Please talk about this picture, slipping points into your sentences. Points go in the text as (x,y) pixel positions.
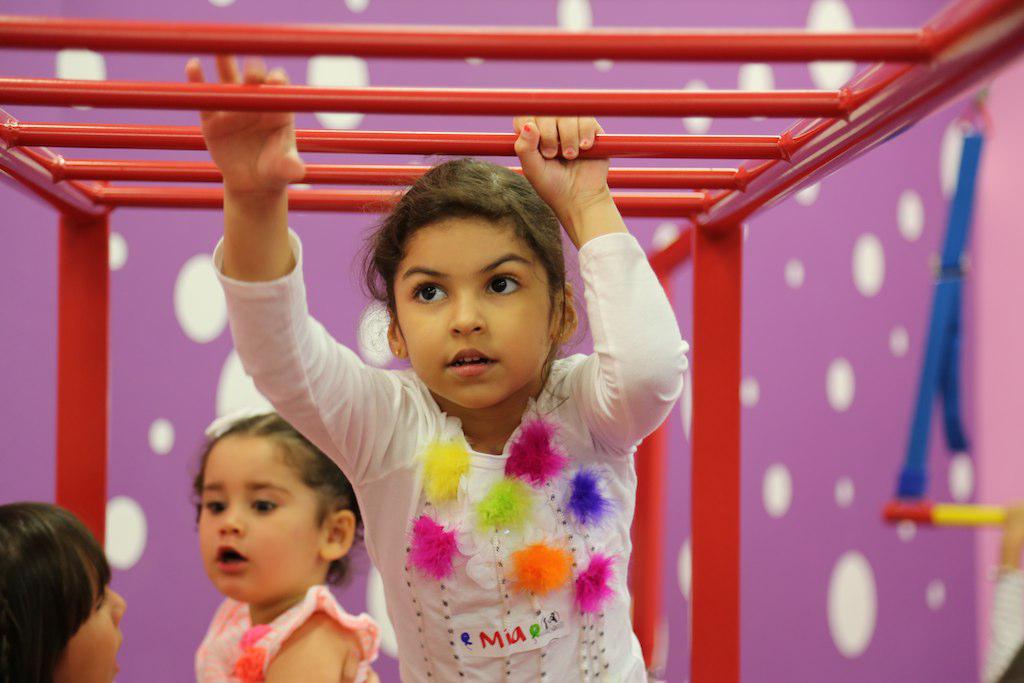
In the foreground of this image (503,500), there is a girl (500,508) holding her hands (587,172) to the red bars (552,111) and on the bottom (278,572), there are two persons (211,635). In the background (859,271), there is a wall (846,240). On the right (952,303), there is a person (1018,612) and a object (934,504).
